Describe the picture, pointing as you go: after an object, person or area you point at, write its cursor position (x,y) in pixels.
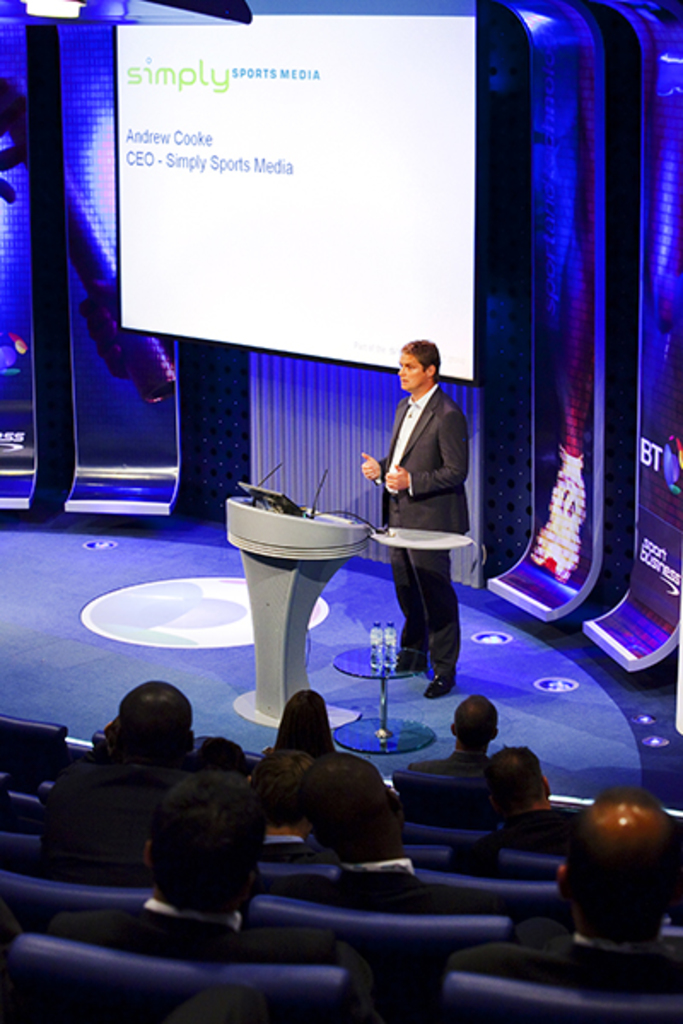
In the middle (443,472) a man (447,510) is standing he wore a coat (447,498), trouser (447,579) and at the top (374,4) there is a projector screen (342,275), in the down side few people (678,975) are sitting on the chairs (451,920).
